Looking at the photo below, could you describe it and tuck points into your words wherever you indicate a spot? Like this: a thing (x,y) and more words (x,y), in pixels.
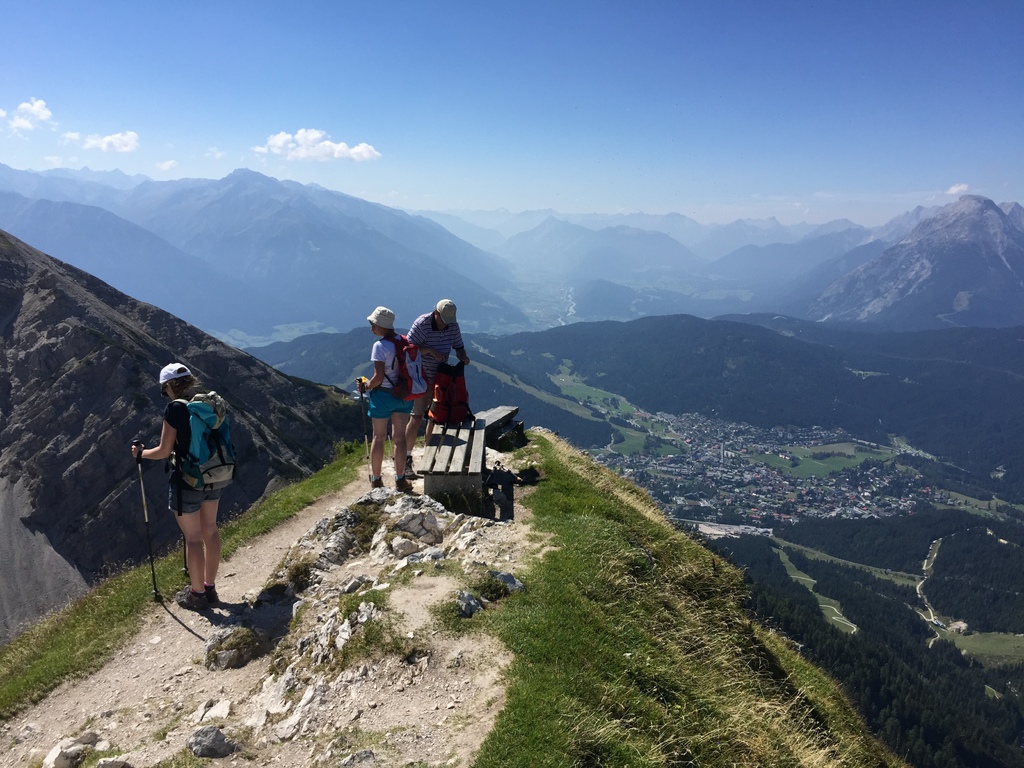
In this image there are two people (391,414) holding the sticks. Behind them there is another person (428,361) holding the bag (462,392). There is a bench (457,469). At the bottom of the image (414,537) there are rocks (307,591) and grass (605,580) on the surface (668,545). In the background of the image (964,290) there are trees (969,401), buildings (746,450) and mountains (548,368). At the top of the image (505,122) there are clouds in the sky (583,28).
